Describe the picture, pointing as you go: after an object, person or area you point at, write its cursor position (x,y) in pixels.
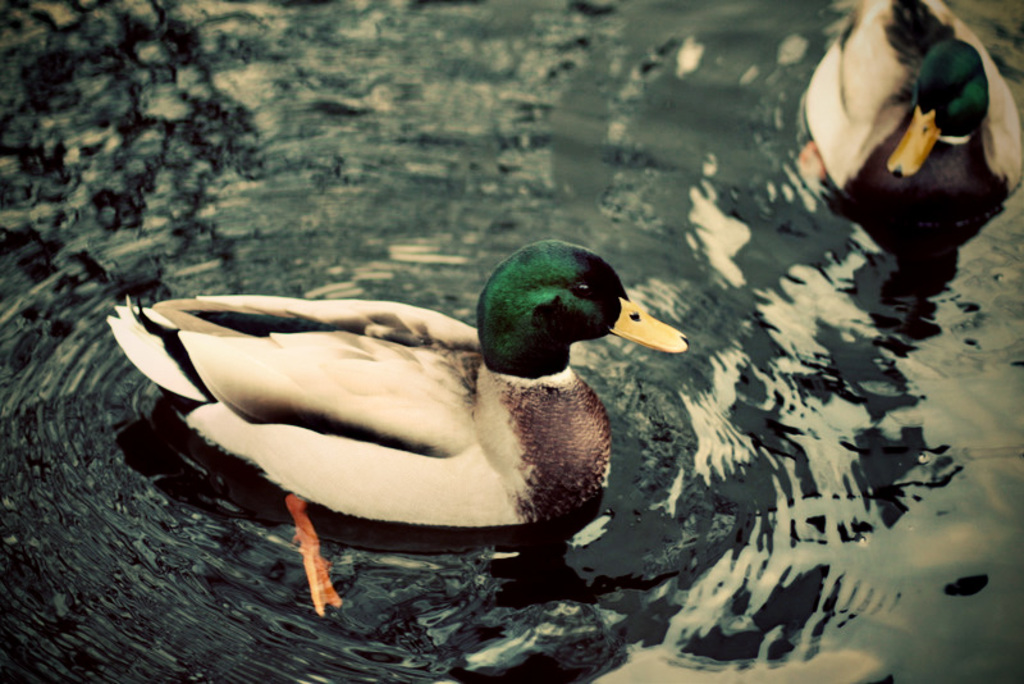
This picture is clicked outside. In the center (507,353) we can see the two ducks (846,150) in the water body (653,373) and we can see the ripples (530,218) in the water body (825,508).
